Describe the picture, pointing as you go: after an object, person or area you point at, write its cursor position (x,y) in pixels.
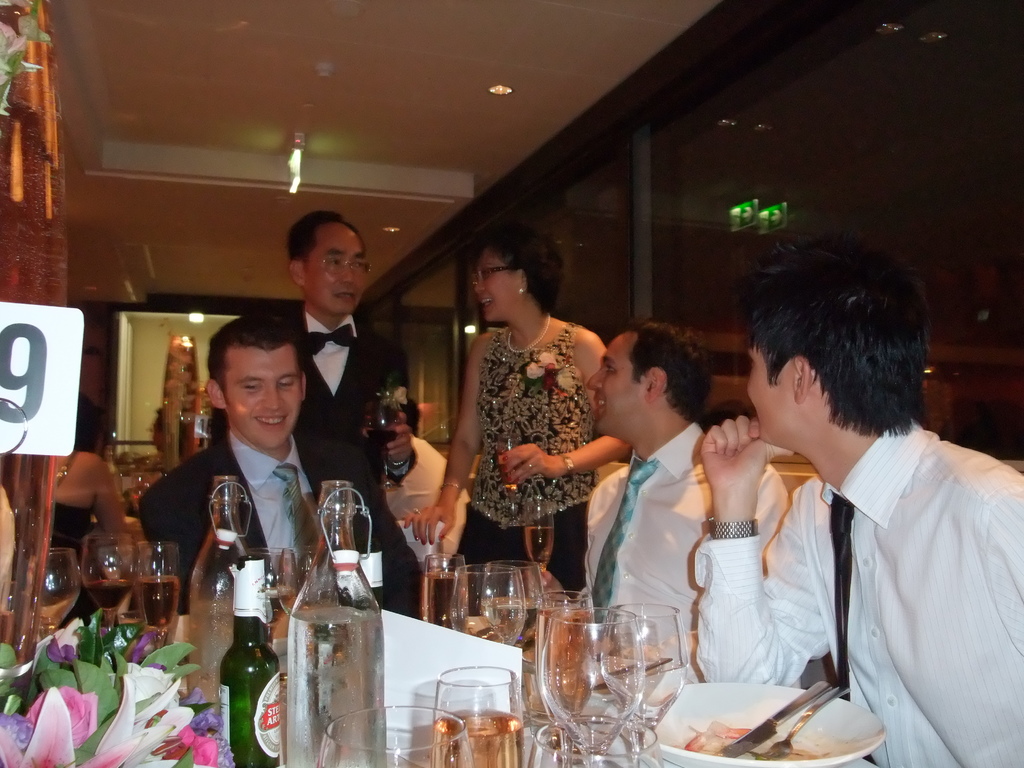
In this picture, we see three men (803,526) are sitting on the chairs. Beside them, we see a man (330,382) and a woman (467,408) are standing. Both of them are holding the glasses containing the liquid (516,474) in their hands (516,474). All of them are smiling. In front of them, we see a table (416,644) on which glass bottles (339,669), glasses (292,591) containing liquid (284,613), empty glasses (580,720), plate (711,714), knife (746,743), fork (775,749) and a flower vase (166,692) are placed. On the left side (50,446), we see a board (67,354) in white color with a number (34,354) written on it. In the background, we see a wall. At the top (414,140), we see the ceiling (351,90) of the room (386,120). This picture might be clicked in the restaurant (314,571).
